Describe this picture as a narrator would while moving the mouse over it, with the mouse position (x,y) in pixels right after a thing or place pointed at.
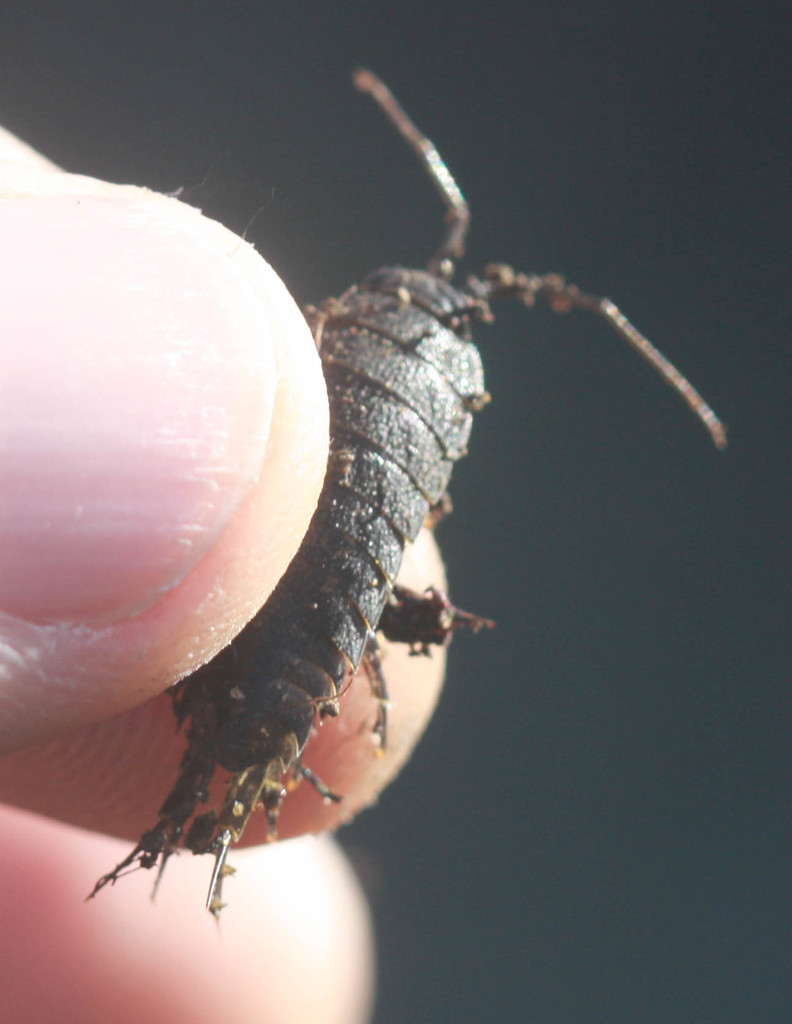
In this image, we can see a person's fingers (238,509) holding an insect (399,546) and the background (638,502) is dark.
